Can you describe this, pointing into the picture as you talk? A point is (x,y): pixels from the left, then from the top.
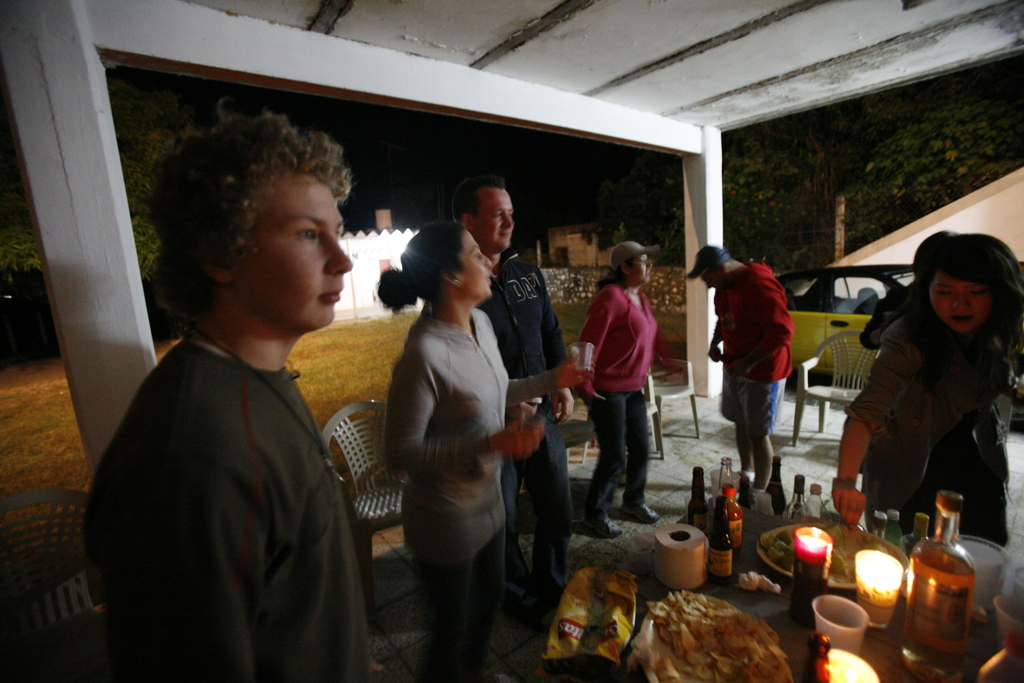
In this image there a few people (473,422) standing. Behind them there are chairs (368,442). In front of them there is a table (659,574). On the table (642,572) there are bottles (800,492), candles (796,548), glasses (829,628), plates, food (677,603), food packets (599,599) and tissues (674,533). Behind the chairs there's grass (335,355) on the ground (311,367). To the right (806,288) there is a car (830,296) behind them. In the background (566,236) there are trees (152,153) and a house (566,236). At the top (571,43) there is the ceiling (581,44).
